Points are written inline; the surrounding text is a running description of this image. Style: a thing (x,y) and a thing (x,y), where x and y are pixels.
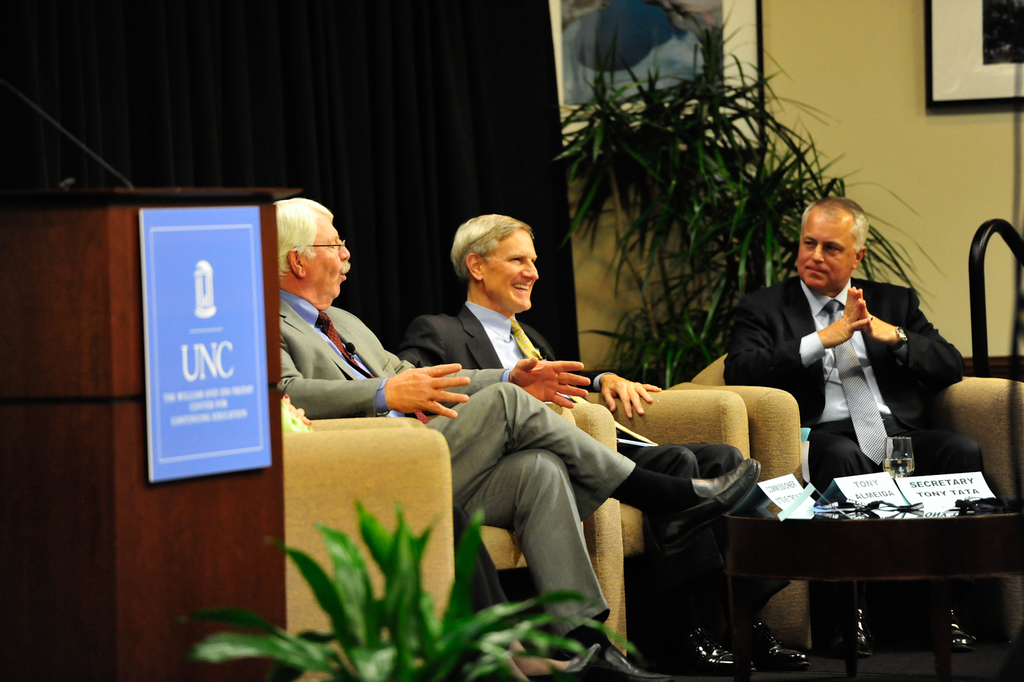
In this image i can see three man (792,386) sitting in a couch (399,460) at the left (263,251) there is a podium (165,380), background (675,105) i can see a plant (675,124), a frame (604,39) attached to a wall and a curtain (432,65).
